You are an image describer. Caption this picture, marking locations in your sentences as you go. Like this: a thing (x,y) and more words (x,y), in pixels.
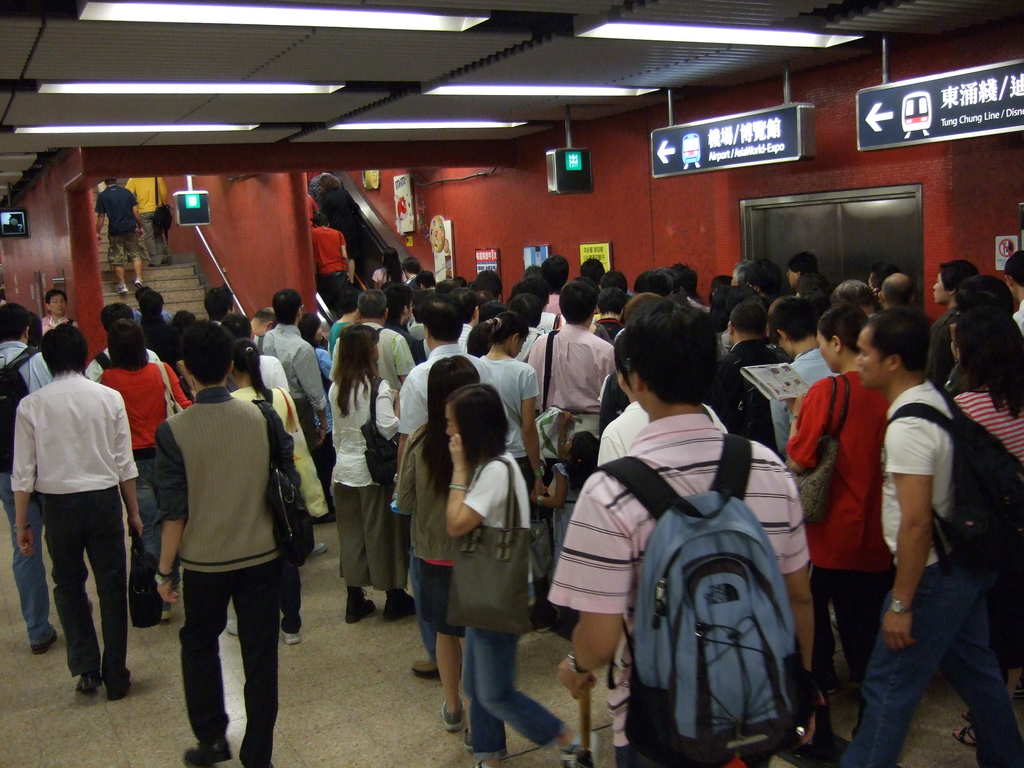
In the image we can see there are lot of people (690,461) who are standing and few people (941,598) are carrying backpacks (736,587).
